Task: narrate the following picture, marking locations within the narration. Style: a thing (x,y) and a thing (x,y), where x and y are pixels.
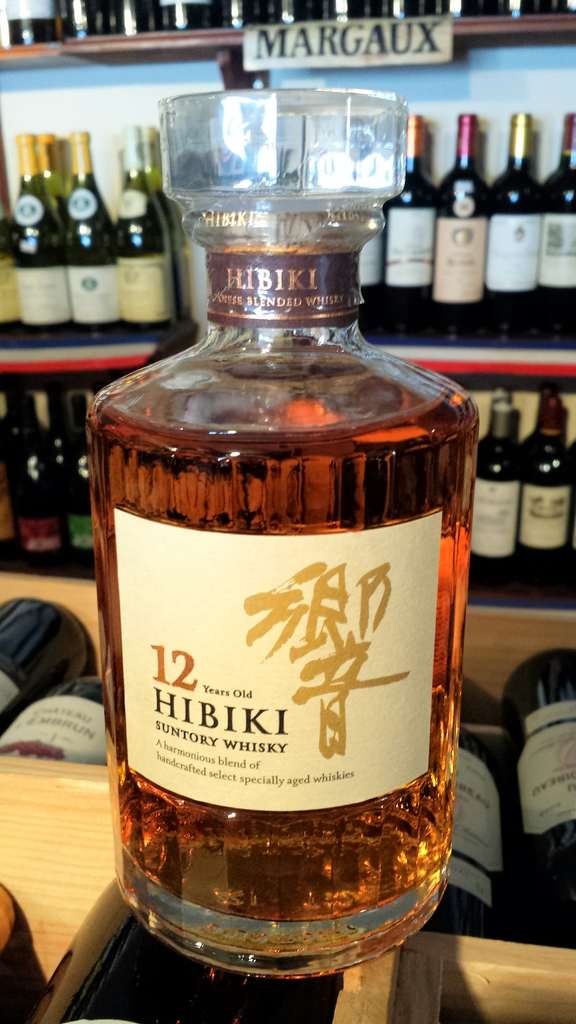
In the image there is a whiskey bottle (334,603) and on the backside (137,350) there are many wine bottles (562,455) on the shelf (511,653).
